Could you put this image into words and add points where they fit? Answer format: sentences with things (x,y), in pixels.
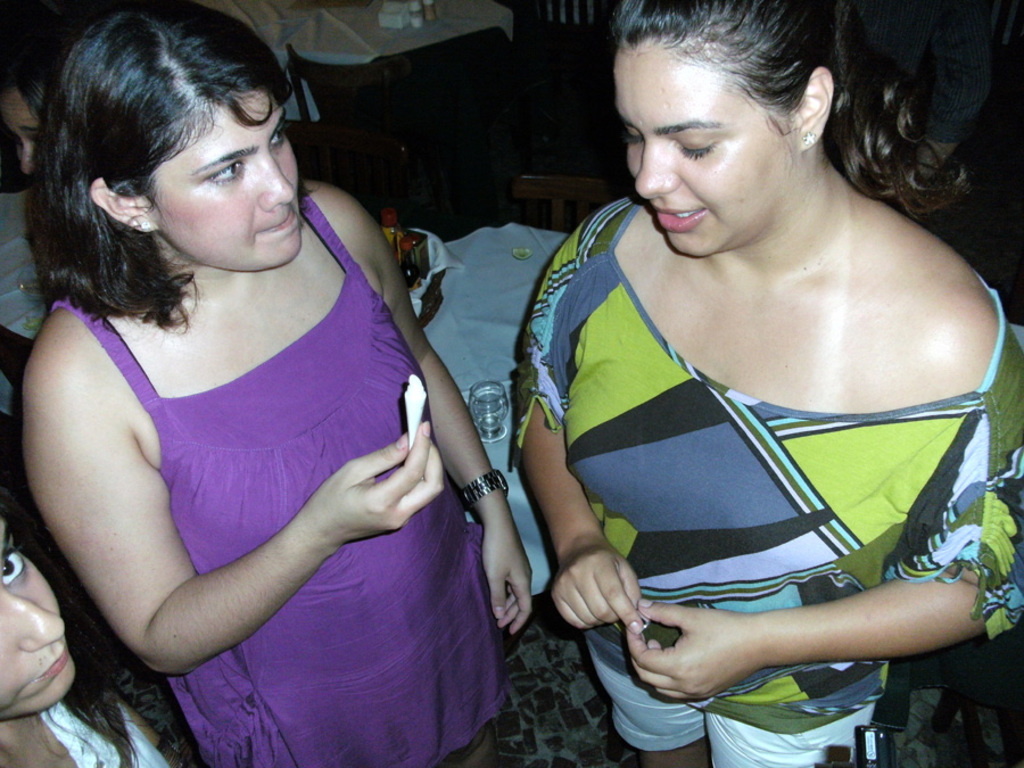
This image is taken indoors. At the bottom of the image (541,698) there is a floor (570,726). In the middle of the image (663,266) two women (785,309) are standing on the floor (563,711) and they are holding a tissue paper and a ring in their hands (498,537). On the left side of the image (33,638) there is a woman (36,666) and there are a few people (43,79). In the background (463,351) there are two tables (468,240) with table clothes (408,45) and a few things (391,8) on them and there are a few empty chairs (382,138).
